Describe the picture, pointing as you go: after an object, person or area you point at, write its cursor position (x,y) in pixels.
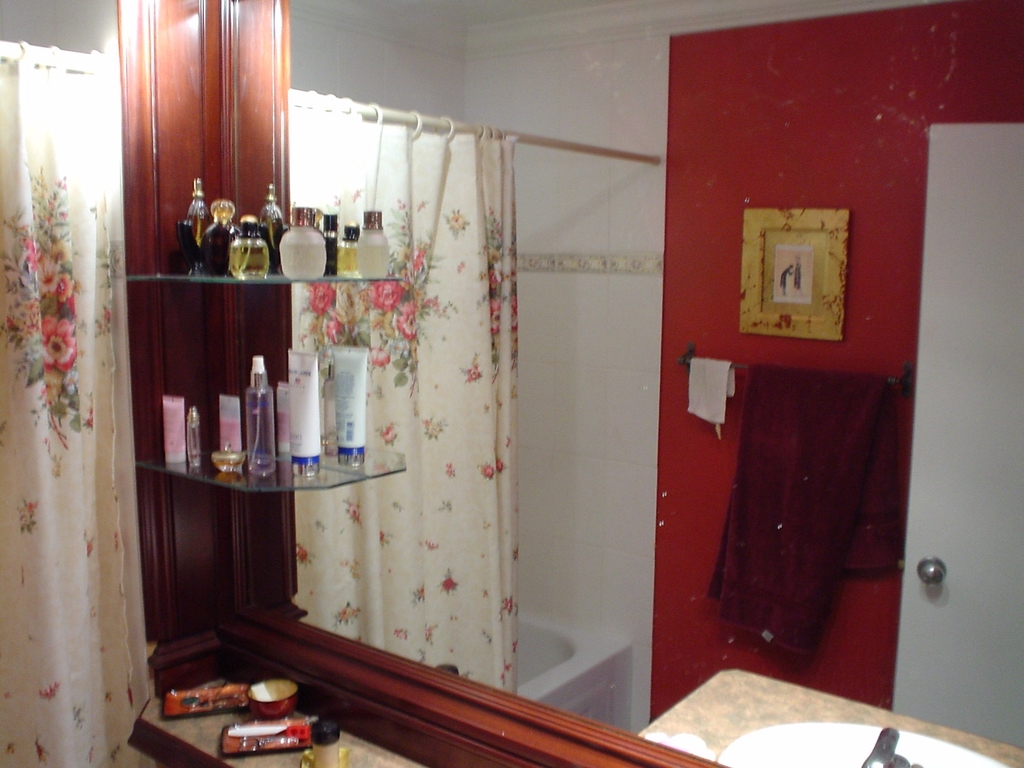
In this image I can see a mirror (364,167), wash basin (826,750), bathtub (630,683), curtain (509,478), rod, wall (539,153) and stand (225,482) on which cosmetic products (306,468) are there. This image is taken in a room (339,627).
